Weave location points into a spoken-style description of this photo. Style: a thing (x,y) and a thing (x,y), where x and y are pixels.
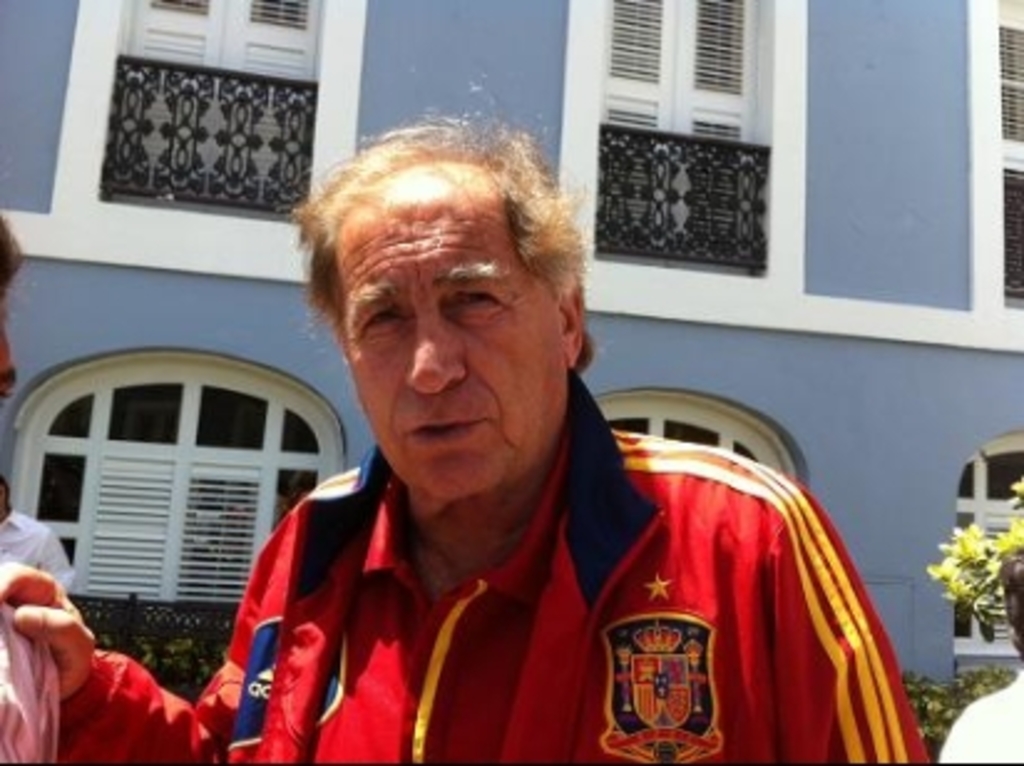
As we can see in the image there are few people (55,641) standing in the front (555,616). There is a fence (235,612), plants (960,688), tree (976,570), building (15,324) and windows (278,8).
